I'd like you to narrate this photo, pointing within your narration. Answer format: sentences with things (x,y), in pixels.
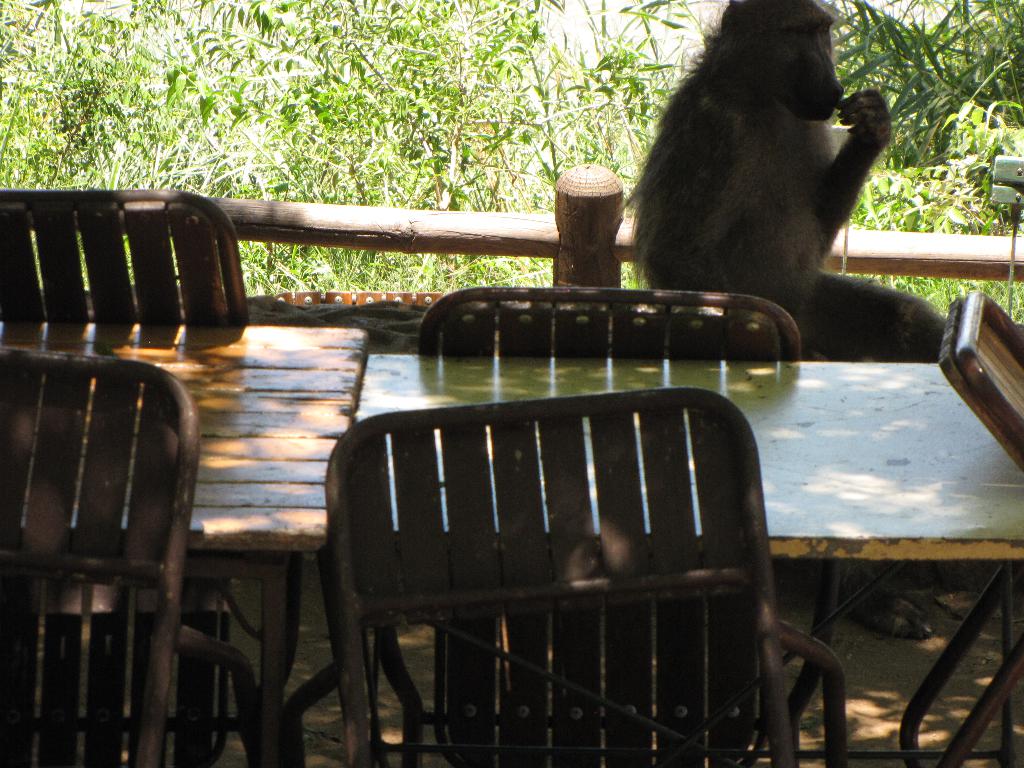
This image is clicked outside the city. In the front (578,350), there is a table (875,498) along with chairs (744,477). Beside that there is a monkey (729,208) sitting. In the background (491,97), there are trees (359,94).
